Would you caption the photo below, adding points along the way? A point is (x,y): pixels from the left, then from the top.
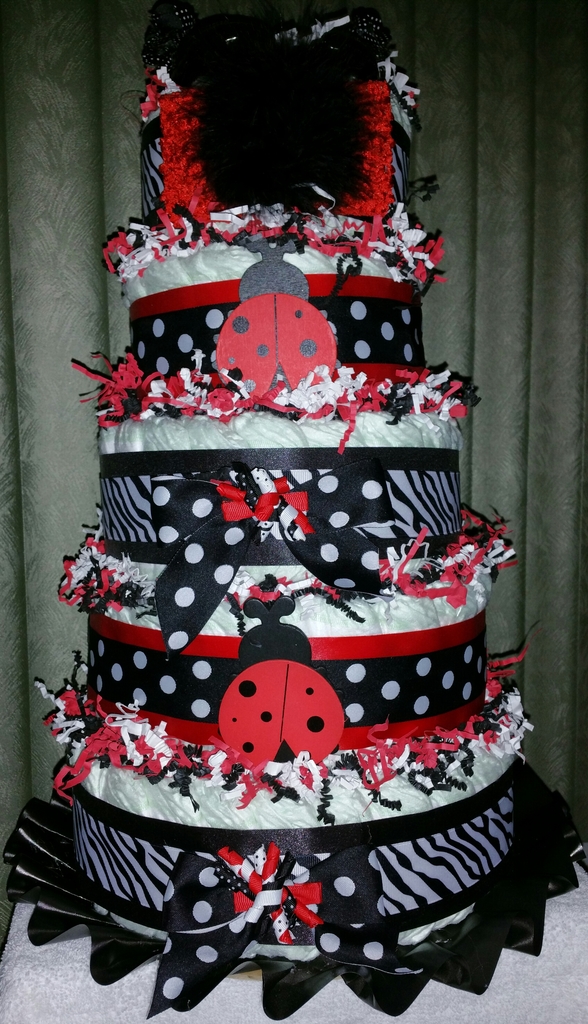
In this image I can see a colourful cake (109,379) in the front (279,777). In the background (66,126) I can see a curtain (544,57) and under the cake (109,972) I can see a white colour cloth (579,1009).
